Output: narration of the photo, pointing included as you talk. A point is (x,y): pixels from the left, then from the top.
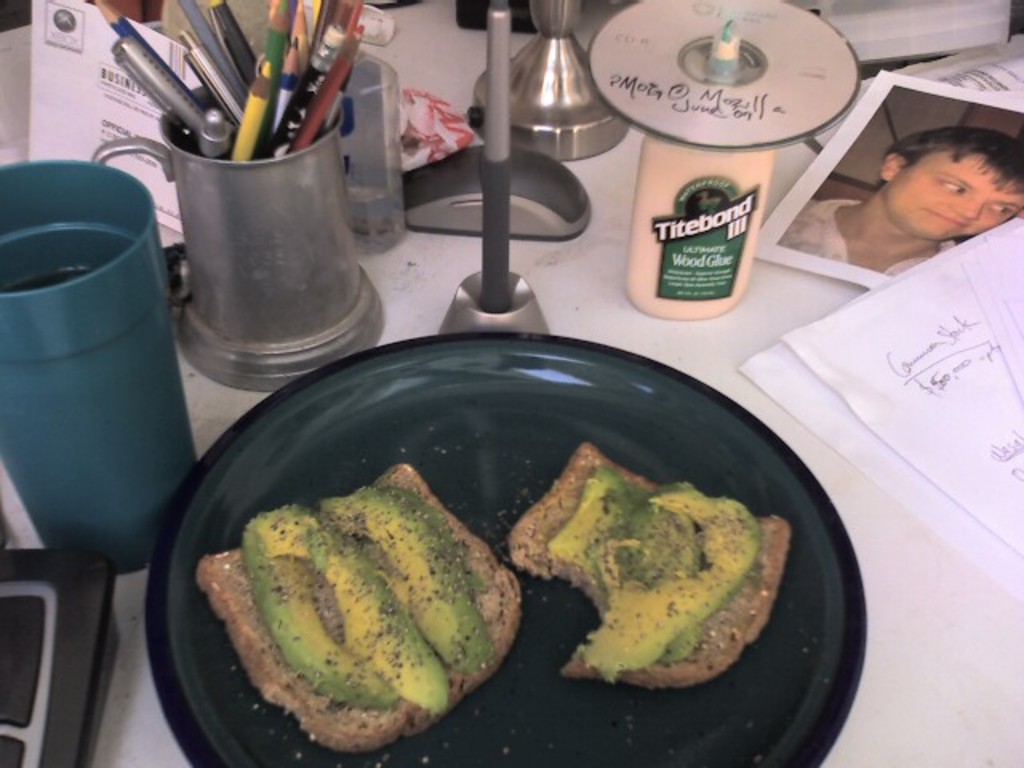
In the foreground of this picture (700,306) we can see a table (558,266) on the top of which a photograph (935,255), plate of food (612,374), pencils (279,68), pens (139,64), bottle (711,192), papers (949,327) and some other items (66,332) are placed and we can see the text (960,374) on the papers (122,102).
